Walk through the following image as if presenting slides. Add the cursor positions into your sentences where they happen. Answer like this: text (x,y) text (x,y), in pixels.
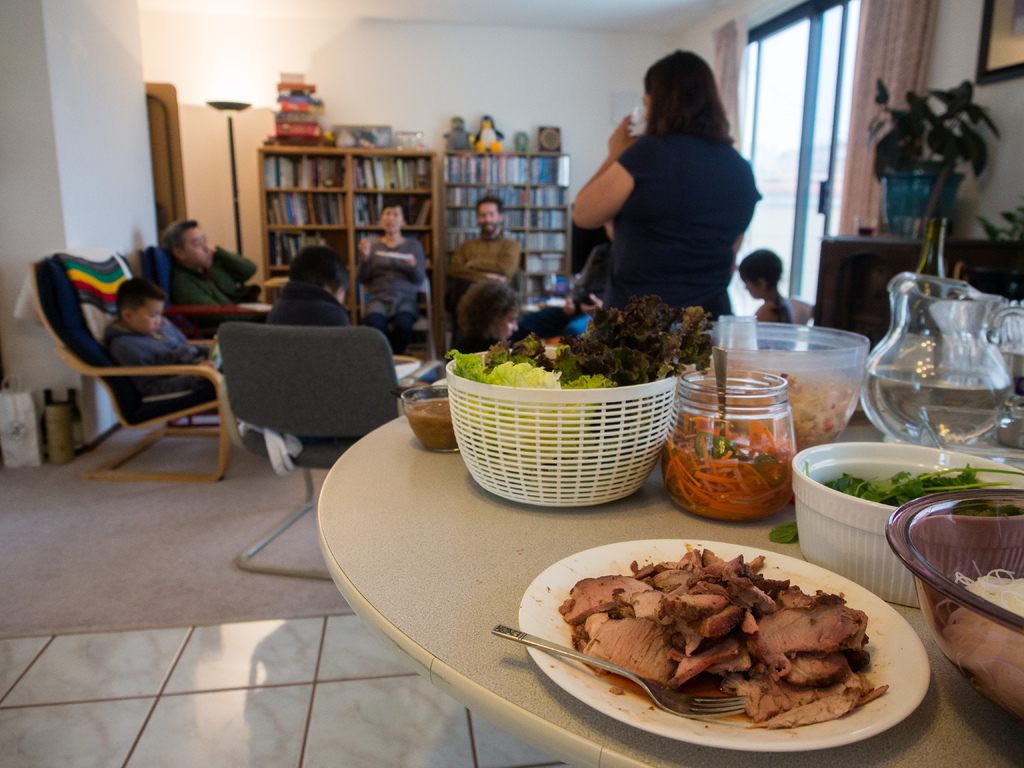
This picture is clicked inside the room (588,650). In front (487,540), we see a dining table (475,543) on which basket (526,467), jar (786,422), vessel (821,395), bowl (874,554), plate (891,629), spoon (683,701) on which eatables (507,358) are placed. On the left corner (127,318), we see 3 people (186,271) sitting on chair (249,379). In middle (360,280), we see two people (391,212) sitting on the chair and woman (385,269) is eating holding plate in her hands (406,264) and behind them we see a rack (482,192) with books (399,181) and behind that we see a wall (416,89). Behind the table (482,560), we see woman (688,157) drinking water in glass (642,123) and to the right corner (800,24) right top, we see flower pot (894,145) and a window (784,80) and we can even see window curtains (877,48) there.
